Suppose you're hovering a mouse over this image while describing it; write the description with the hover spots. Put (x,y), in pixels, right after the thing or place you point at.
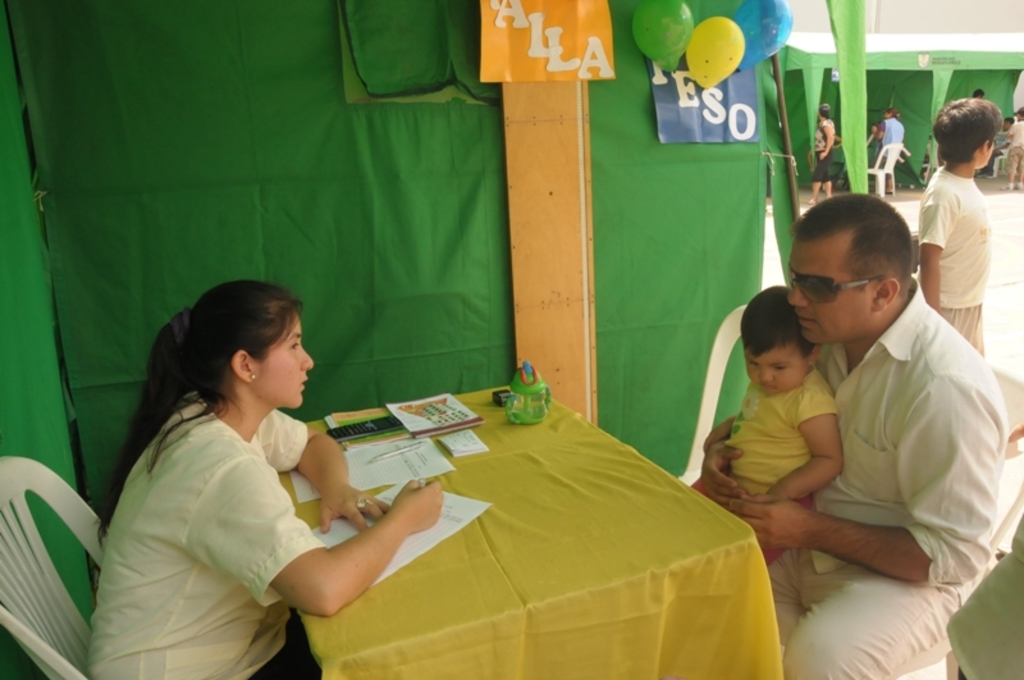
In this picture we can see two persons (168,655) sitting on the chairs (52,572). He has goggles (814,291) and he is holding a baby (778,299) with his hands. This is table (626,561). On the table (429,581) there is a cloth (557,542), papers (467,450), and a pen (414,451). On the background (356,137) there is a cloth (221,103) and these are the posters (693,99). Here we can see some persons (975,189) standing on the road (993,217). And these are the balloons (715,41).
